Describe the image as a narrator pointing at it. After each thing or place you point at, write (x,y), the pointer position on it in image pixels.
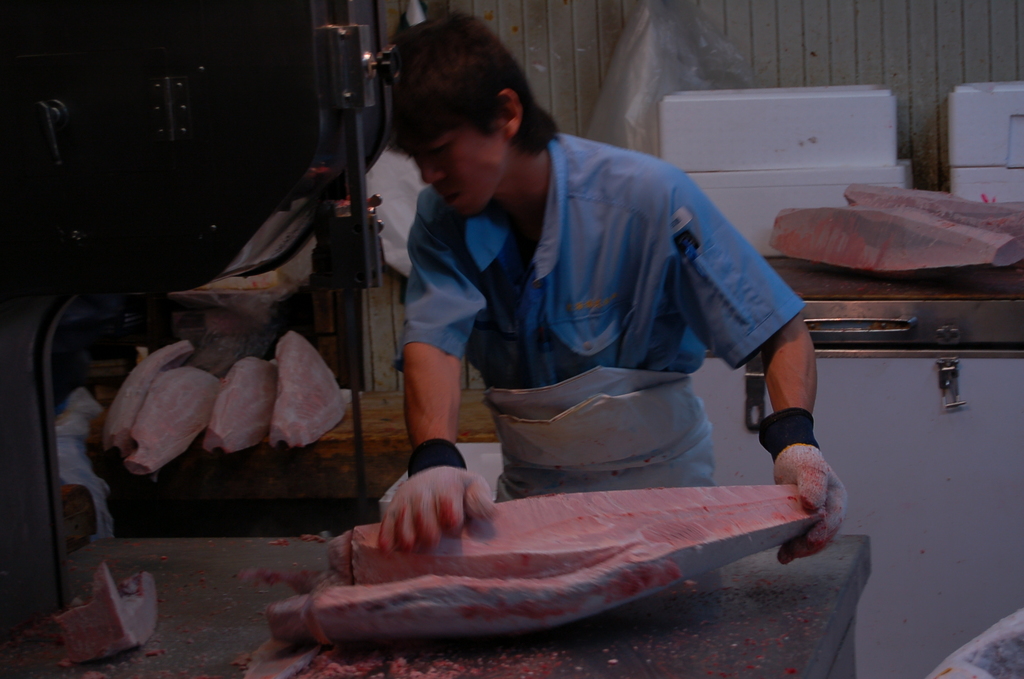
In this picture, we see a man (500,245) in the blue shirt (487,268) is cutting the fish (553,505). In front of him, we see a table (711,610) on which the fish (340,602) and a machine (356,330) are placed. Behind him, we see a bench (386,412) on which fish (204,372) are placed. On the right side (872,353), it looks like a table (945,380) on which the fish (860,235) and white boxes (807,184) are placed. On the left side (219,114), we see some objects (175,277) and it is black in color. In the background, we see a wall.
